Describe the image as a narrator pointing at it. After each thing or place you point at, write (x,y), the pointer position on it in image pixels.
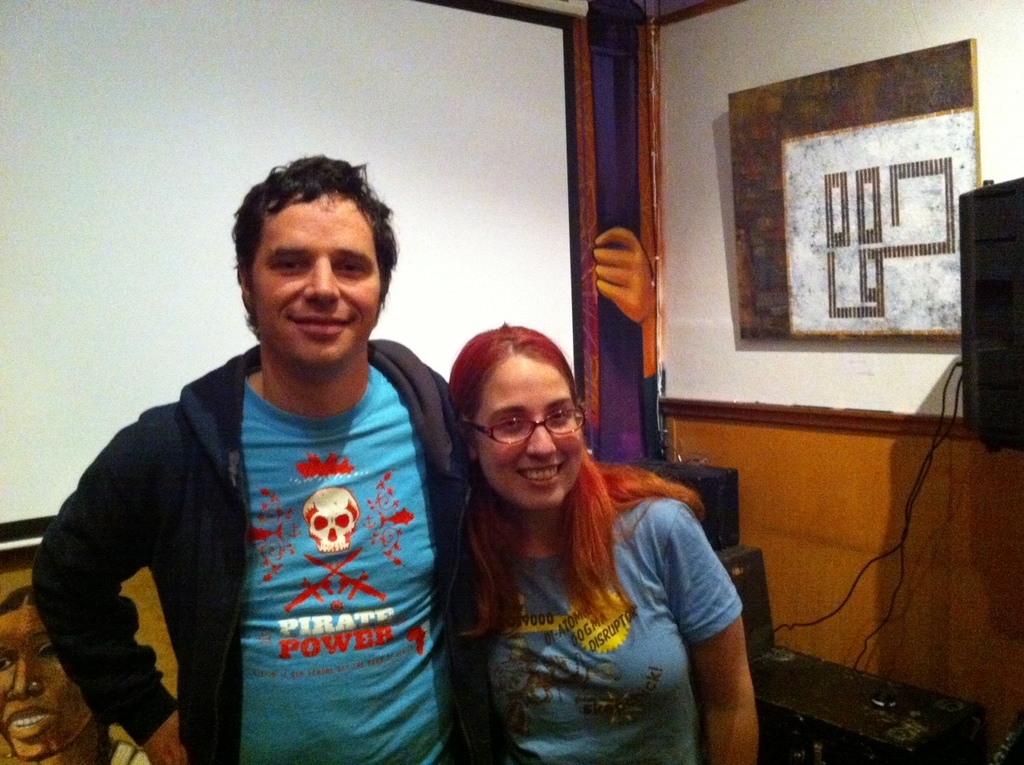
In the picture I can see a person (283,594) wearing blue color T-shirt (283,594) and jacket (213,630) and woman (537,632) wearing blue color T-shirt (579,645) and spectacles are standing here and smiling. On the right side of the image (1008,184) we can see speaker boxes (1011,188), wires (897,587) and a board (758,196) fixed to the wall (809,457). In the background (19,689), I can see a painting (50,677) and I can see projector screen (164,153).
